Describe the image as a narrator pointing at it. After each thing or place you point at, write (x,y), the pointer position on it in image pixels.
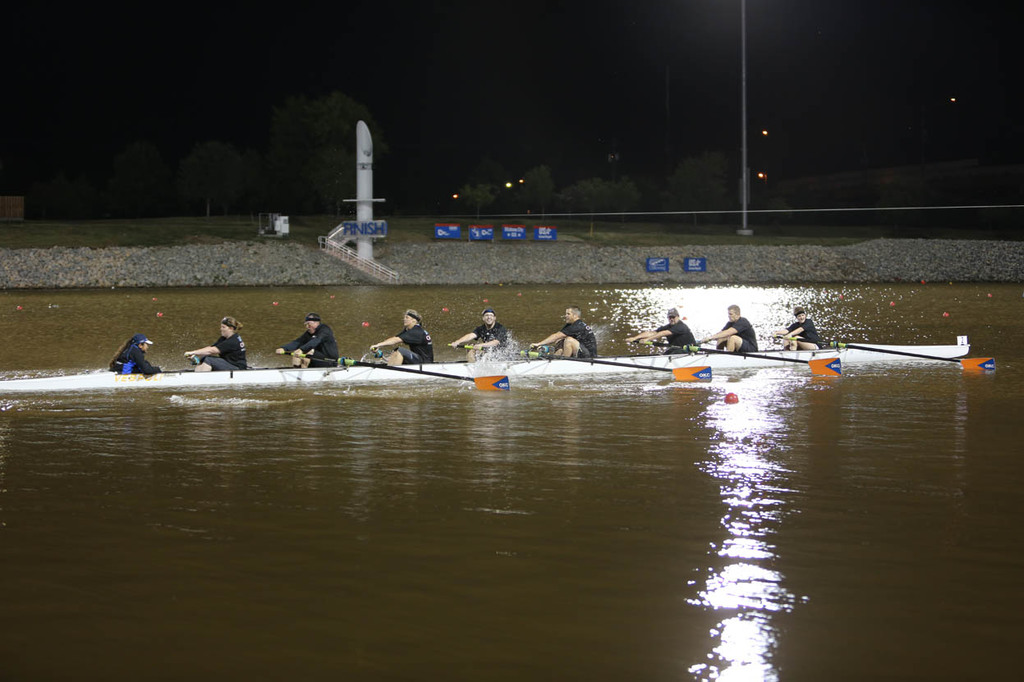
In this image we can see some persons (424,332) wearing black color dress (315,363) sitting in a boat (579,373) holding oars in their hands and sailing on water (607,377) and in the background of the image (270,192) there are some trees (605,189), lights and boards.
